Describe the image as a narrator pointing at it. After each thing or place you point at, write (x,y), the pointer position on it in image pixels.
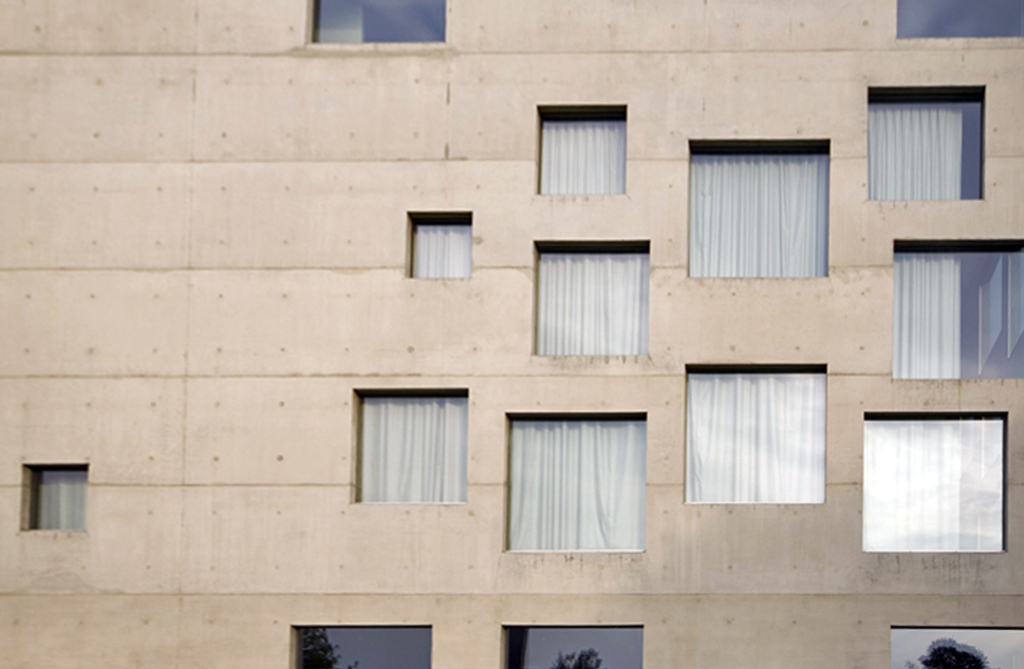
In this picture I can see the windows (570,449). I can see the curtains (604,424).
